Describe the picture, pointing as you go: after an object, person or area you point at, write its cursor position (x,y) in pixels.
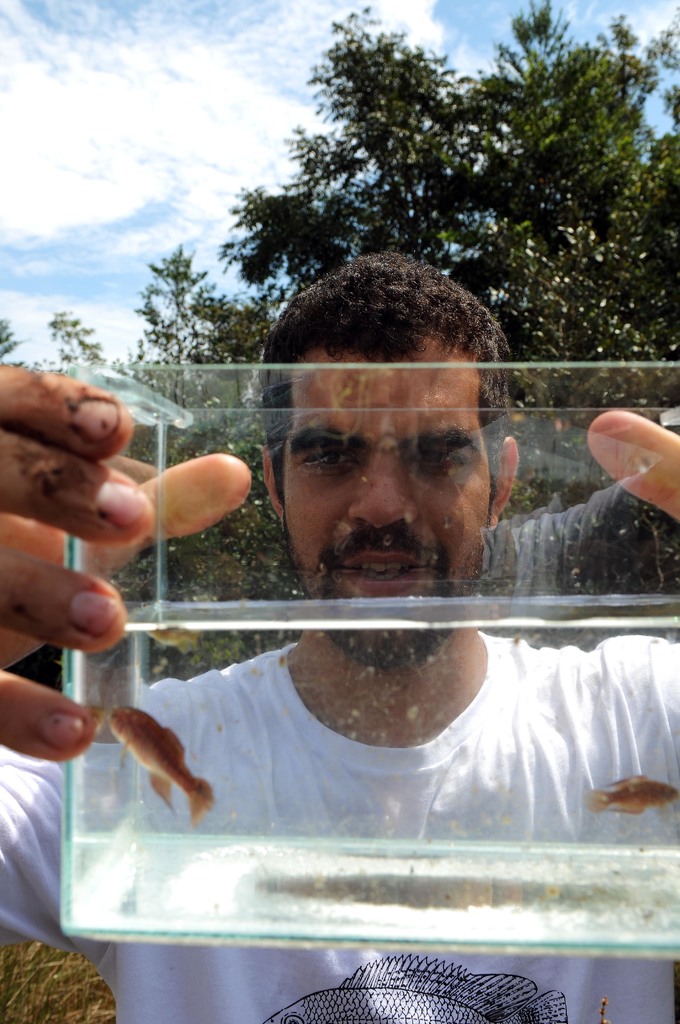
As we can see in the image there is a man (371,569) wearing white color t shirt (277,990). There are trees (371,223), sky (216,138) and clouds (205,76).
